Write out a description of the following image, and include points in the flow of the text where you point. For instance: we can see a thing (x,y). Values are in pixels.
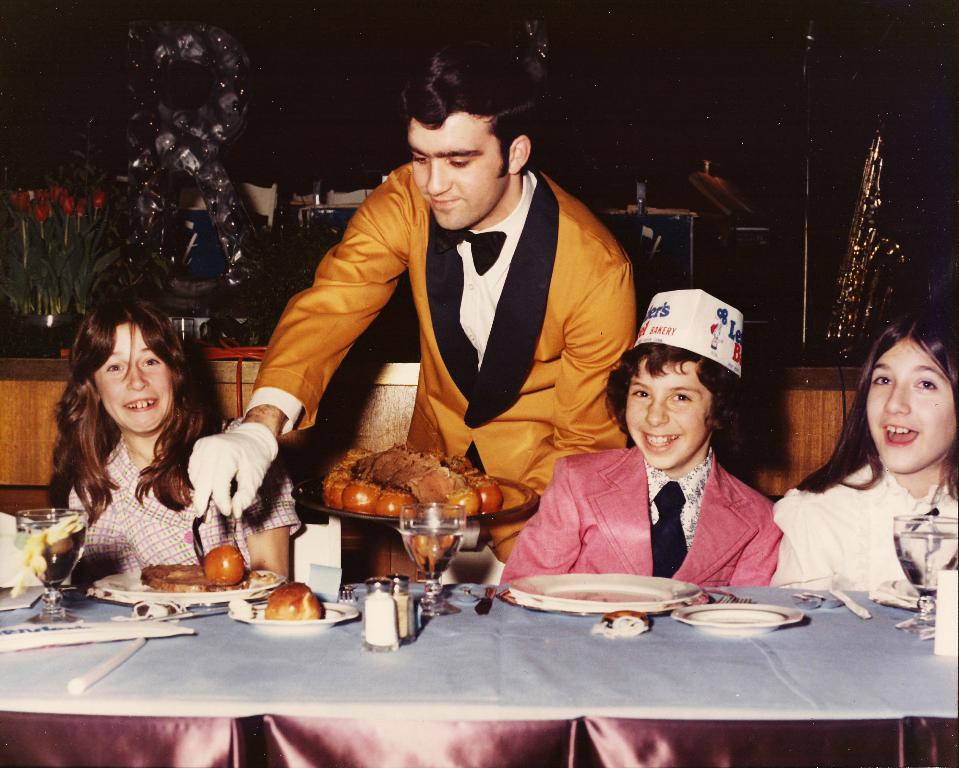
In this image in the center (590,498) there are three children (158,491) who are sitting on chairs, in front of them there is one table (673,672). On the table (732,681) there are some plates (314,627), glasses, salt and pepper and some fruits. In the center (441,412) there is one man (461,296) who is standing, and he is serving the food (468,463) to the children (837,530). In the background (343,107) there are some lights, flower (85,260), bouquets (79,272) and wall (657,142).
